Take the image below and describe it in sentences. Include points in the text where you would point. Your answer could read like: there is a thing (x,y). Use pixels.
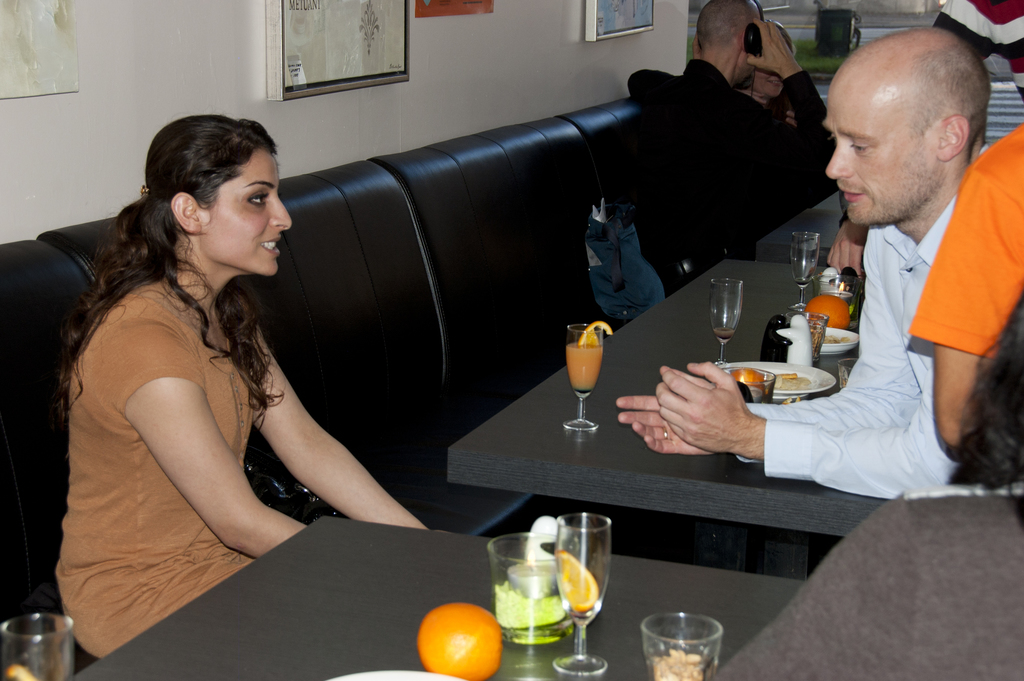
In this image I can see a woman (121,490) wearing a brown dress (130,511) is sitting on the couch (31,394) and a man (882,412) wearing a white shirt (894,388) sitting on the other side of the table (680,356), on the table (627,374) I can see few glasses (602,336), few plates (834,347), a fruit (842,321) and few other objects (850,290). To the right side of the image (987,449) I can see few people (982,204), and in the background (535,101) I can see the wall (478,70), few photo frames (359,43) and few persons (700,159) sitting on the couch (20,551).
